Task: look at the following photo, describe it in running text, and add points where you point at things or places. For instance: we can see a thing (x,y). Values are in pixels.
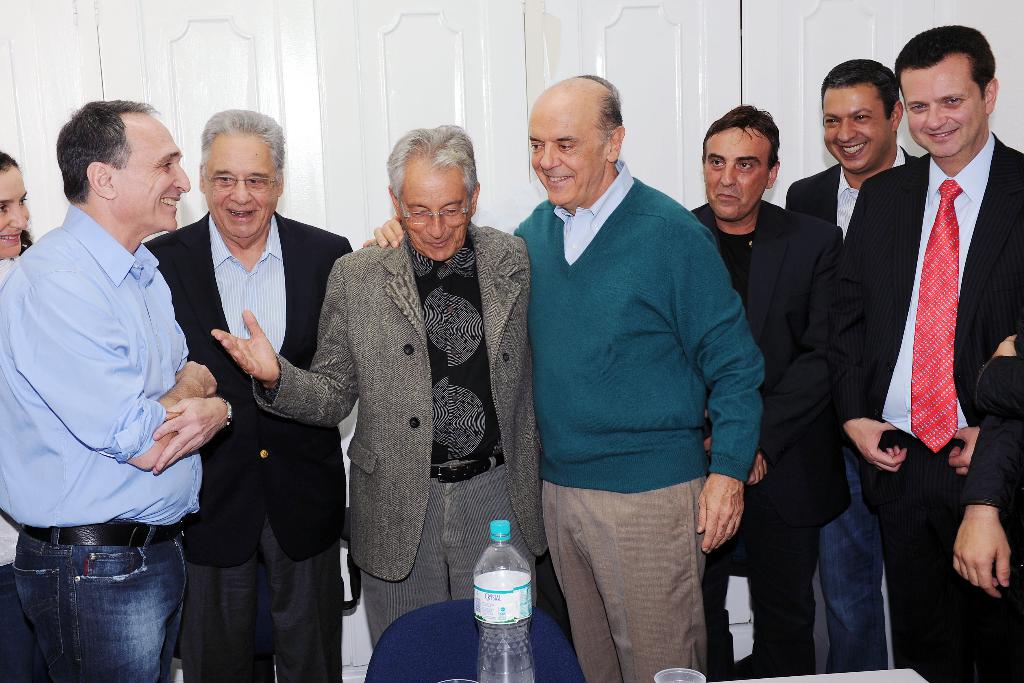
Here we can see a group of people (331,315). These people (931,317) are smiling. In-front of them there is a table (890,682), chair (539,646) and bottle (489,609). Background (220,21) it is in white color.
